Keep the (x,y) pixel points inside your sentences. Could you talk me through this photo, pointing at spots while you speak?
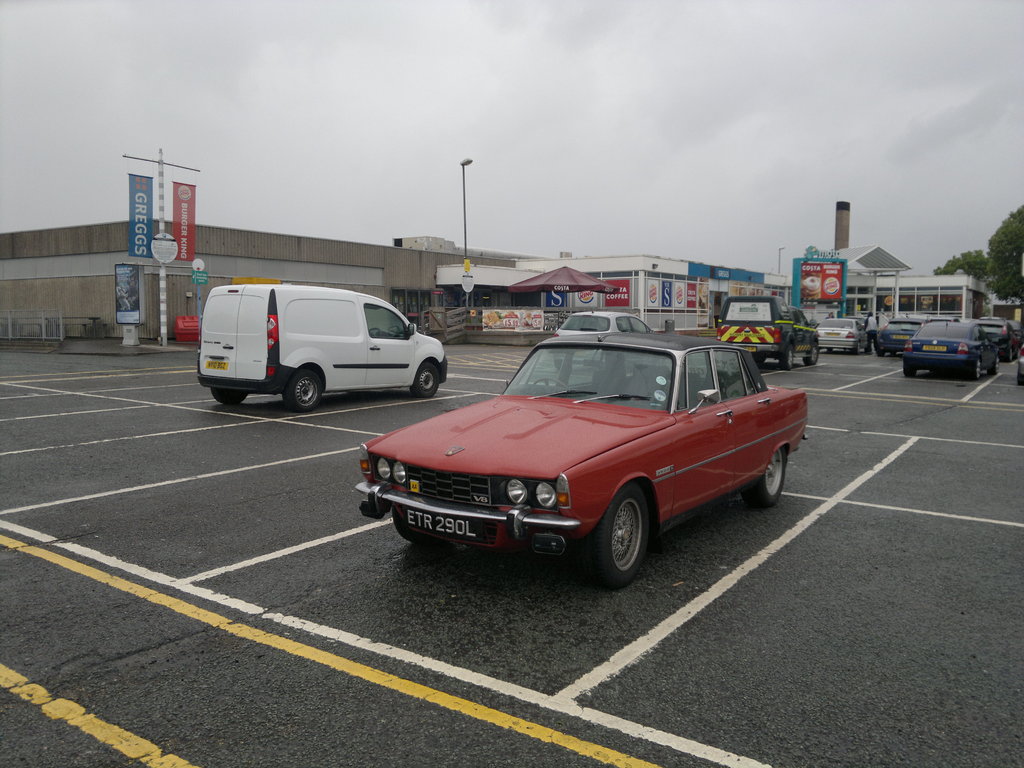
There is a road (511,633). On which, there are vehicles (511,540) parked. In the background (246,250), there are hoardings (134,295), buildings (864,269), trees (962,258), poles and clouds (792,86) in the sky (752,88).
